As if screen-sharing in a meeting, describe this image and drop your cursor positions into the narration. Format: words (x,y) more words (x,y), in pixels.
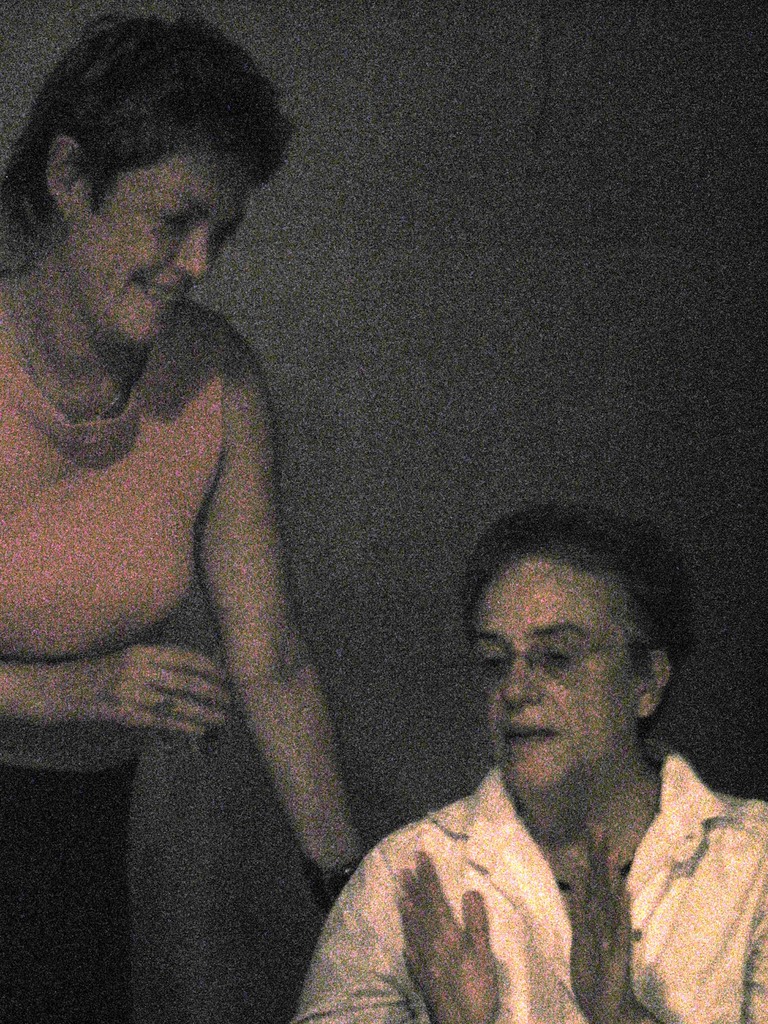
In the center of the image (512,542) there are two woman (217,603). In the background of the image (460,316) there is wall (532,378).
